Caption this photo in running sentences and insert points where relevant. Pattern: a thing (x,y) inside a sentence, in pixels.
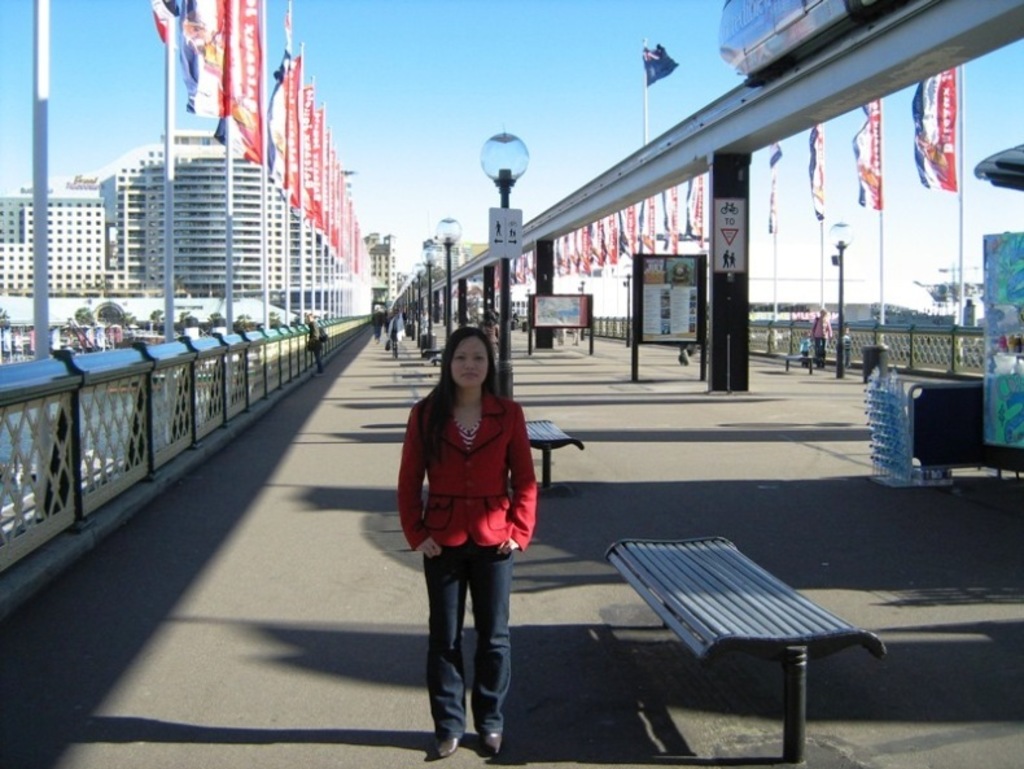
There is a girl (495,663) standing on road (686,507) and behind her there is a stall (945,399) and display board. there are flags (621,237) on the poles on corner of road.
